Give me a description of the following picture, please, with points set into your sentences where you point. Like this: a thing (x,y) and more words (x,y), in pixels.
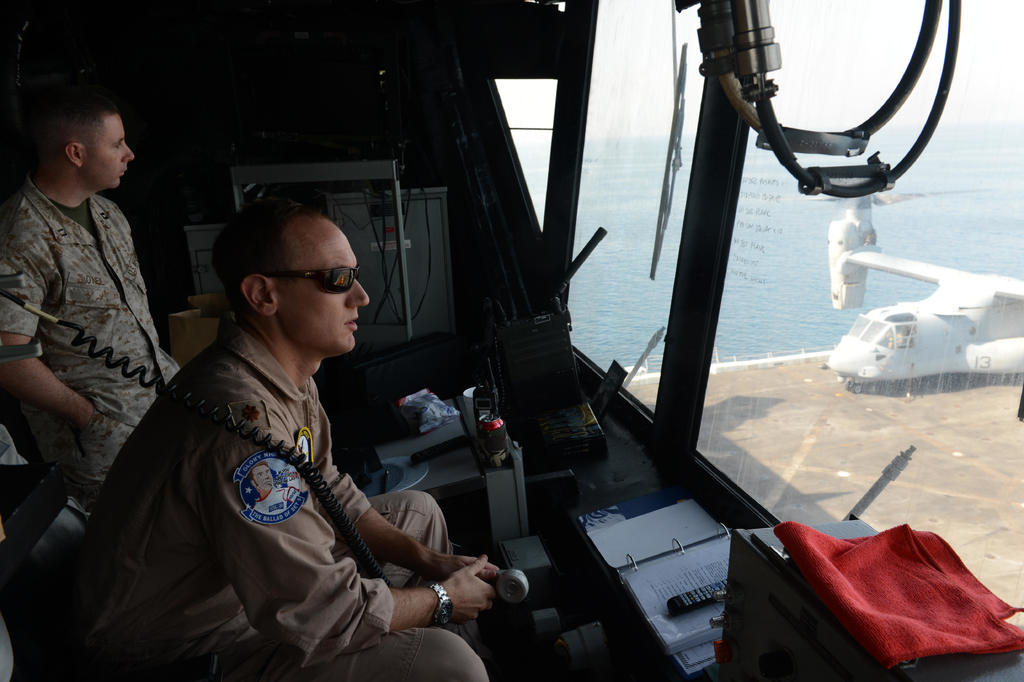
As we can see in the image there is water (751,247), plane (837,239), books (676,540), remote (681,599), cloth (870,603), phone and two people (196,393) wearing army dresses (233,548).
